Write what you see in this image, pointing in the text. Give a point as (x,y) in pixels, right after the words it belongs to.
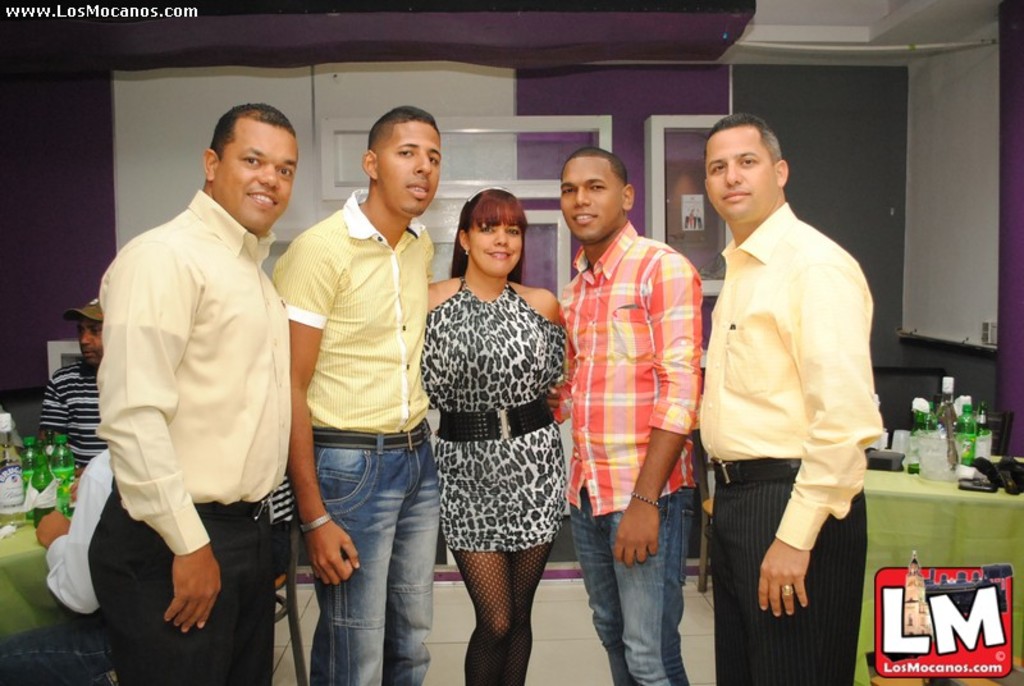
In this picture I can see few people (117,505) are standing, behind few people (99,493) are sitting, there are few tables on which some objects (24,467) are placed.
